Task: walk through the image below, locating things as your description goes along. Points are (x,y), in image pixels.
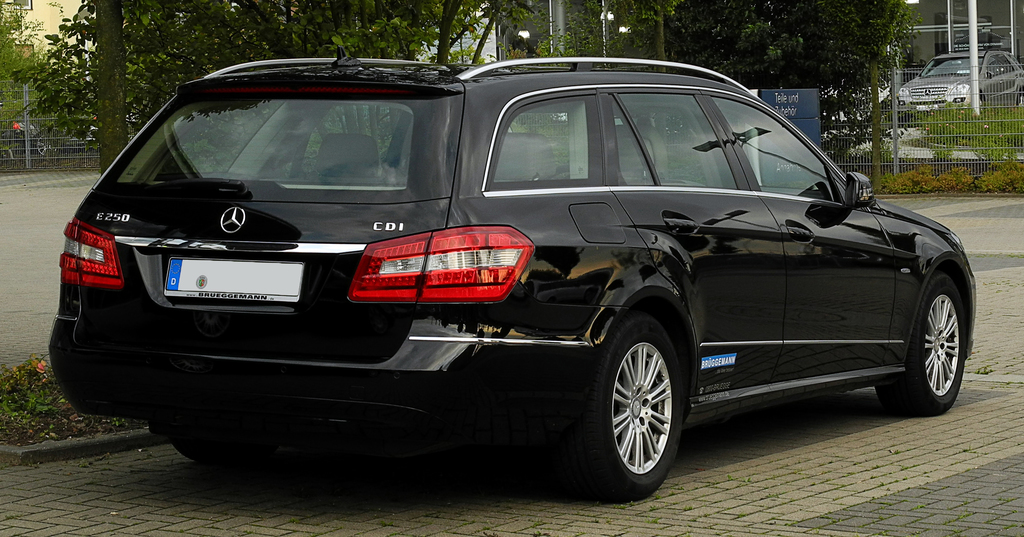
In the center of the image (568,266) we can see a car (517,359) which is in black color. In the background (872,146) there are trees (776,60), fence (71,141), poles (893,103) and a car (910,98).
